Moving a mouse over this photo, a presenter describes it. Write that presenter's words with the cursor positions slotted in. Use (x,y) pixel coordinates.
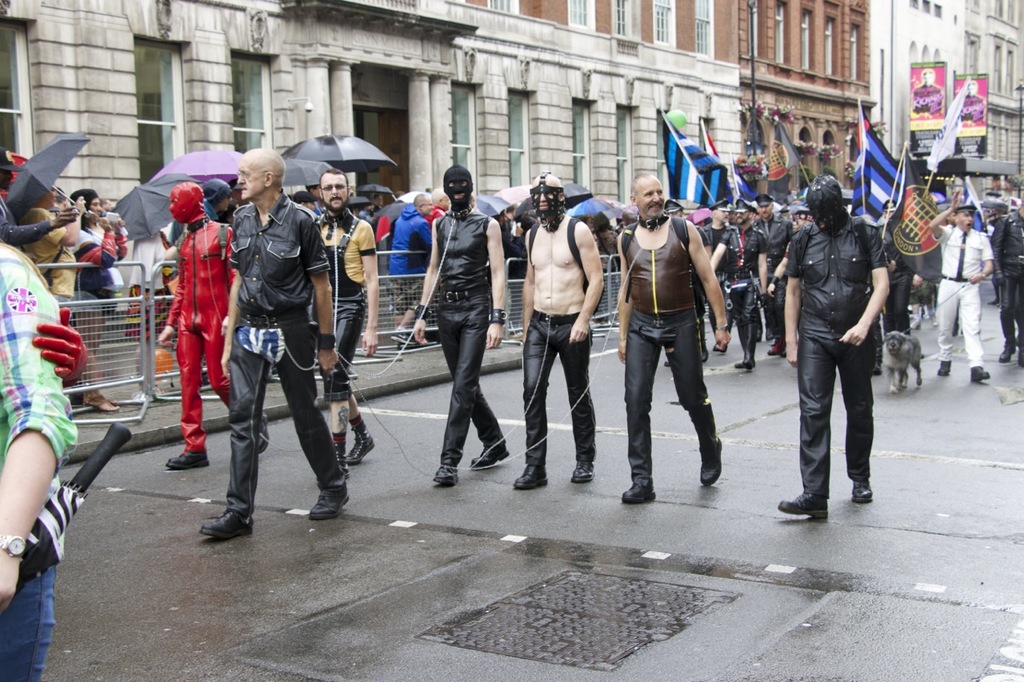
In this image we can see a group of people (558,338) wearing mask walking on the road (605,448) who are tied with the chains (429,298). We can also see a person (234,528) walking in front of them holding the chains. On the left side (52,293) we can see a group of people (66,299) standing beside a fence (109,307) holding the umbrellas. On the right side (752,336) we can see a group of people (751,257). In that some are holding the flags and a person (946,331) is holding a dog (910,346) with its leash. On the bottom of the image (509,626) we can see a lid (717,599) of a manhole (525,626) on the road (724,584). On the backside (641,120) we can see a building (572,136) with pillars (433,149), windows (522,168), street lamps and two boards (984,135) with pictures (941,118) on it.
